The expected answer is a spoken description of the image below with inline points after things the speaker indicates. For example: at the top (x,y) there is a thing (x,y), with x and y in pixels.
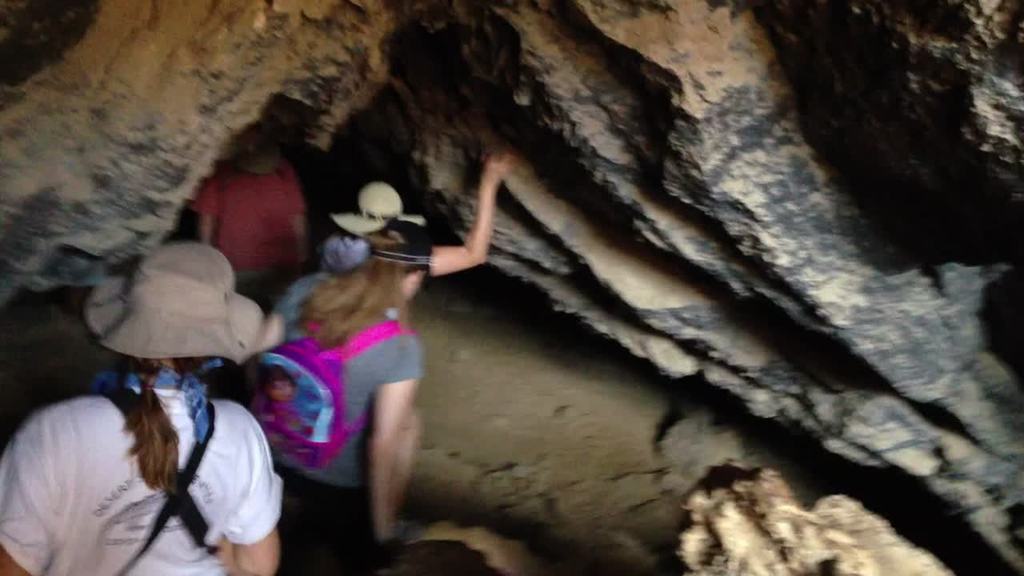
In this image we can see some persons (348,249) entering into the caves (718,421).
